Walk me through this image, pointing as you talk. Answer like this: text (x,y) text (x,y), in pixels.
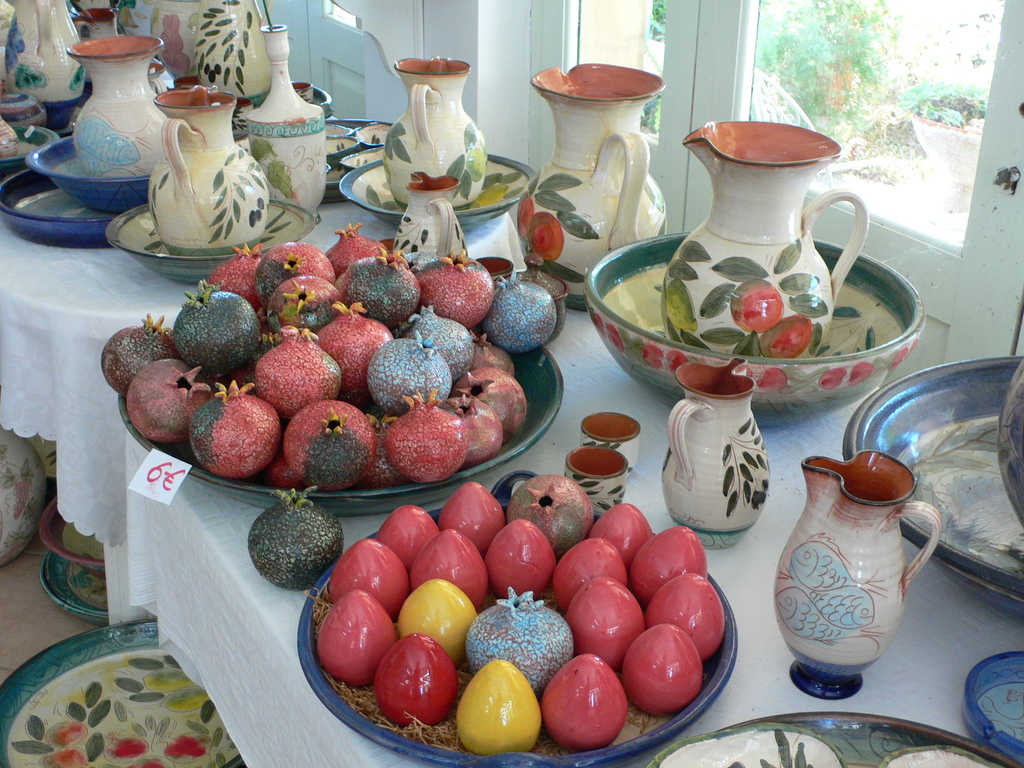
there is a table (957,624) with the painted pomegranates (496,333) and eggs (336,643) and a jar (739,224) in a bowl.
